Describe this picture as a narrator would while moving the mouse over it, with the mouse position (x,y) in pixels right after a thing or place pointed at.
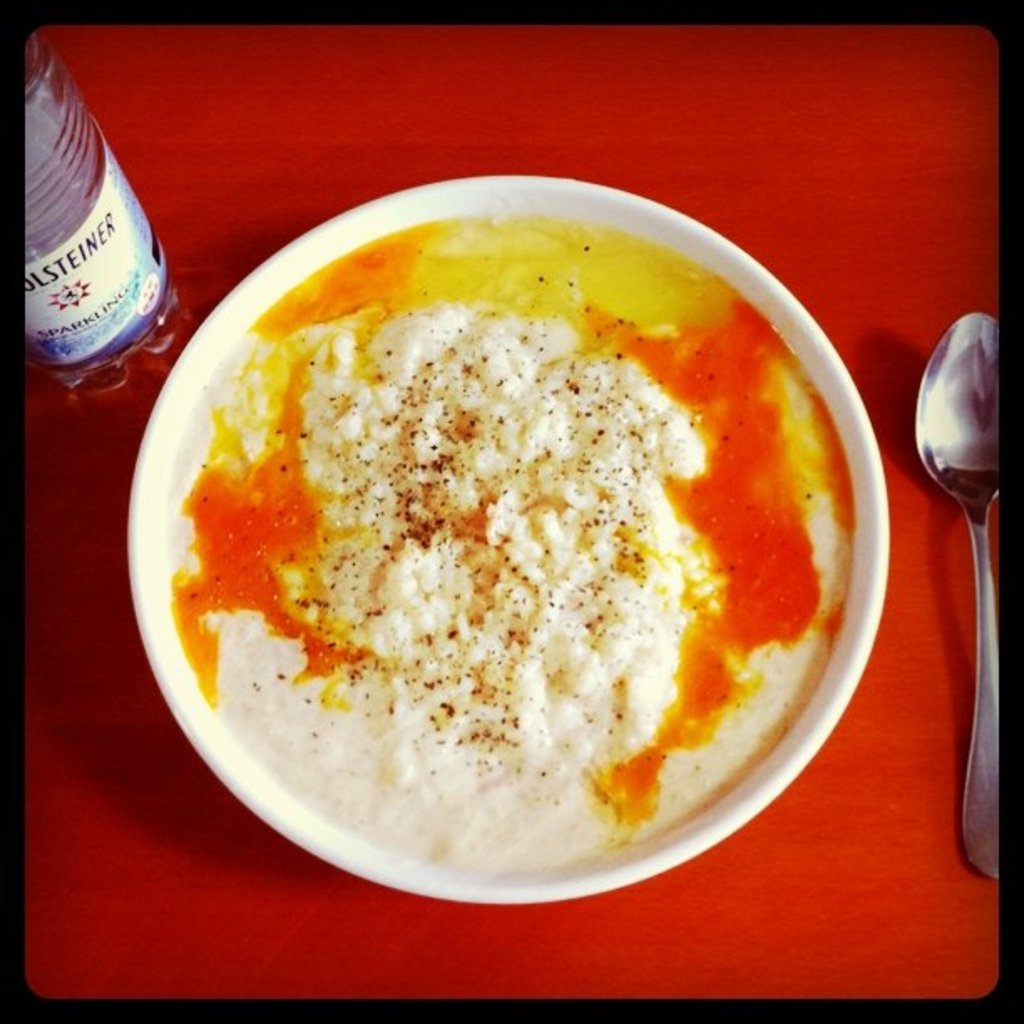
In this picture we can see a bowl (239,344) of food (372,522) and also we can see water bottle (134,278) and a spoon (932,463) on the table (534,132).
